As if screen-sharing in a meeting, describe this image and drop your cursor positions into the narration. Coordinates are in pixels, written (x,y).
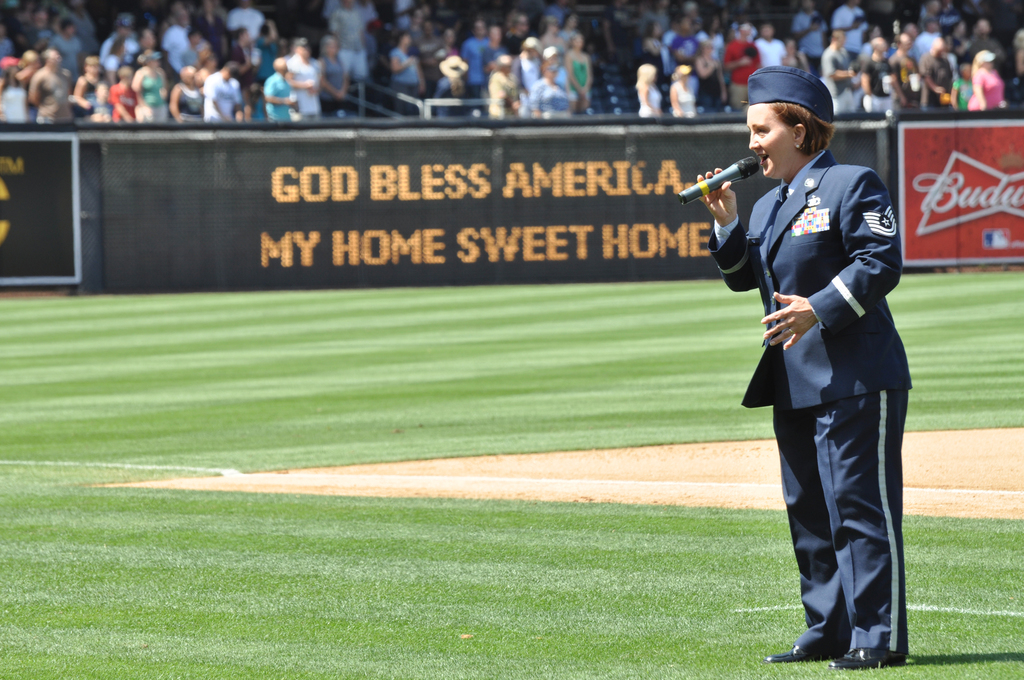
In this picture there is a woman (873,205) standing and talking and she is holding the microphone (752,171). At the back (566,109) there are group of people (267,68) standing behind the boards (46,222) and there is text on the boards (45,171) and there is a screen (438,190) and there is text (539,237) on the screen (542,253). At the bottom (463,605) there is grass (582,440) and there is ground (590,459).
